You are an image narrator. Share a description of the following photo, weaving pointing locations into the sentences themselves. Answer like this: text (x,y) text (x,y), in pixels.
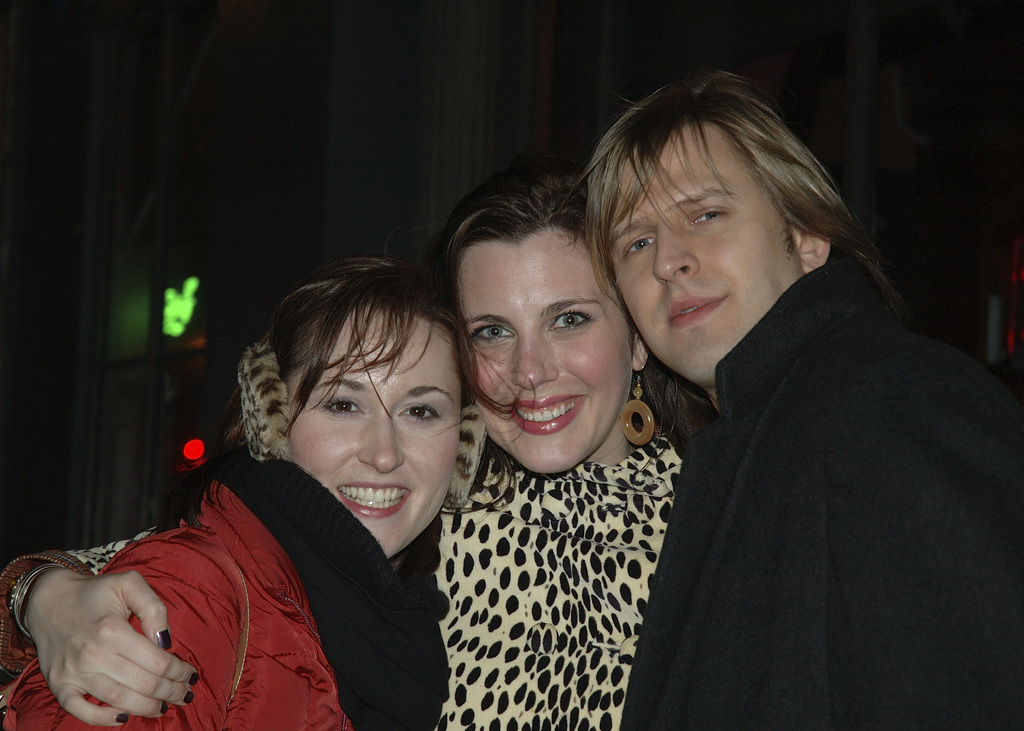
In this picture we can see there are three people (429,524) standing on the path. Behind the people (420,428) there is a dark background (218,178) and lights (178,318).
